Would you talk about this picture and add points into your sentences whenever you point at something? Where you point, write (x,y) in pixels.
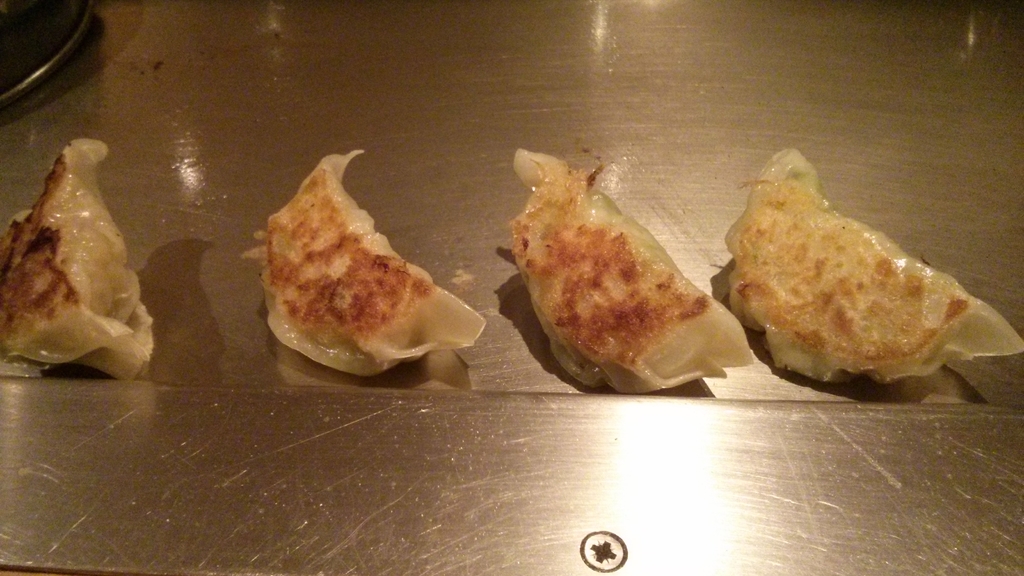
This image consist of food (61,278) which is in the center (672,277).
